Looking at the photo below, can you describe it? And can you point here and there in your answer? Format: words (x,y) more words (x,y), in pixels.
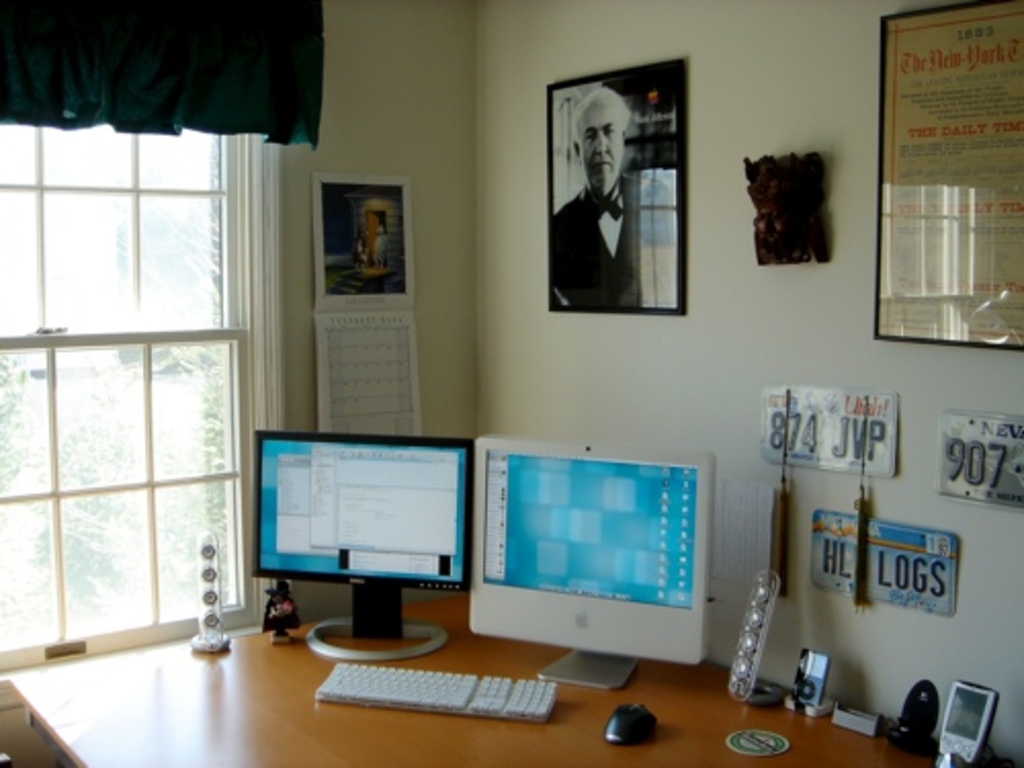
In this image we can see monitors (537,557), keyboard (417,694), mouse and other objects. In the background of the image (576,126) there is a wall (787,274), boards (839,397), frame (627,97), glass window (225,157) and other objects (400,332). Behind the glass window (130,360) there are trees (99,503). At the bottom of the image (267,634) there is the wooden surface (98,669).
